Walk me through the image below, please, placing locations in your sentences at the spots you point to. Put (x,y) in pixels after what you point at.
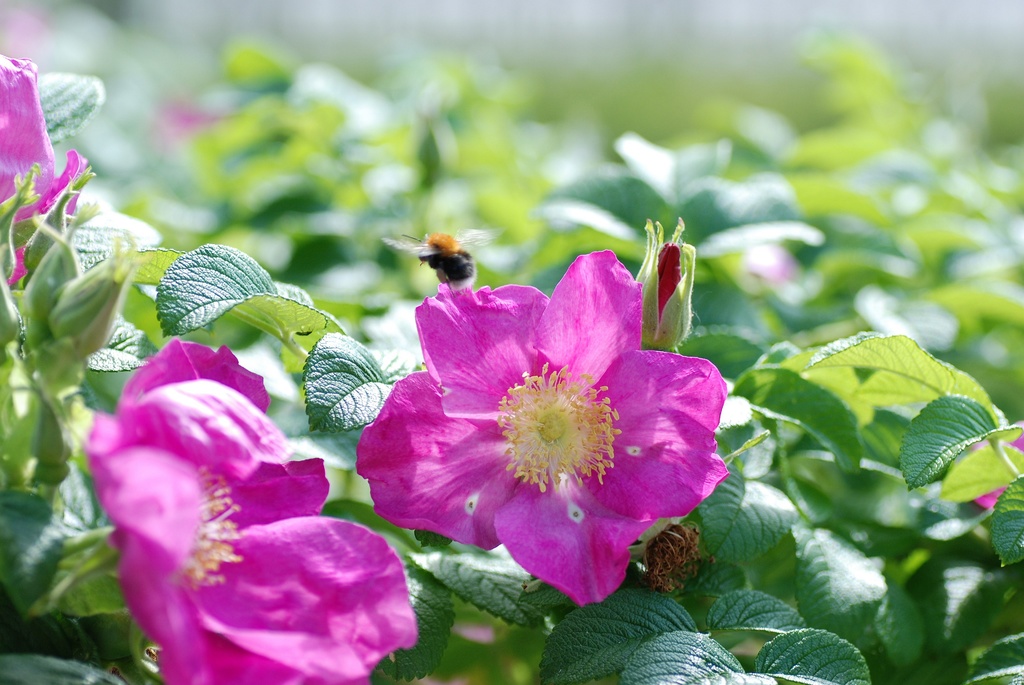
In this image I can see few pink colour flowers (6,148) and number of green colour leaves (99,90) in the front (472,407). I can also see an insect (449,282) in the centre (401,242) and in the background (301,145) I can see few more leaves (736,240). I can also see this image is little bit blurry in the background (861,117).
